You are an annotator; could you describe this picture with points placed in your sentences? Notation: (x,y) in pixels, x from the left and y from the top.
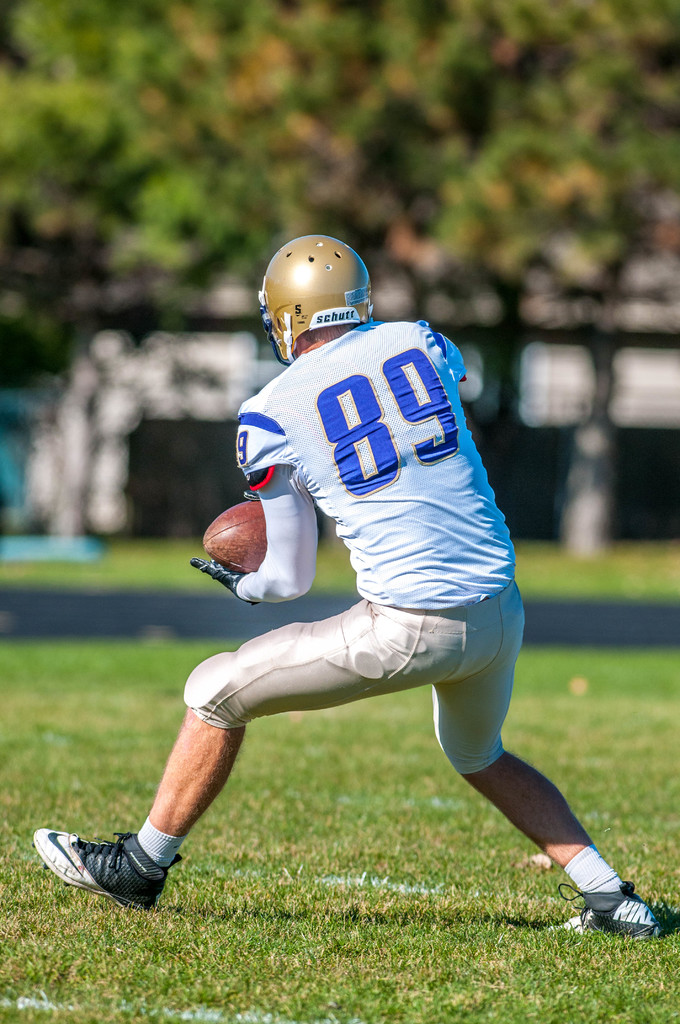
In this picture we can see man (364,590) wore helmet (305,249), gloves (209,563), shoes (60,839) holding ball (254,569) in his hand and he is standing on grass (489,864) and in background (582,548) we can see trees (379,232), pillar (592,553) and it is blur.
